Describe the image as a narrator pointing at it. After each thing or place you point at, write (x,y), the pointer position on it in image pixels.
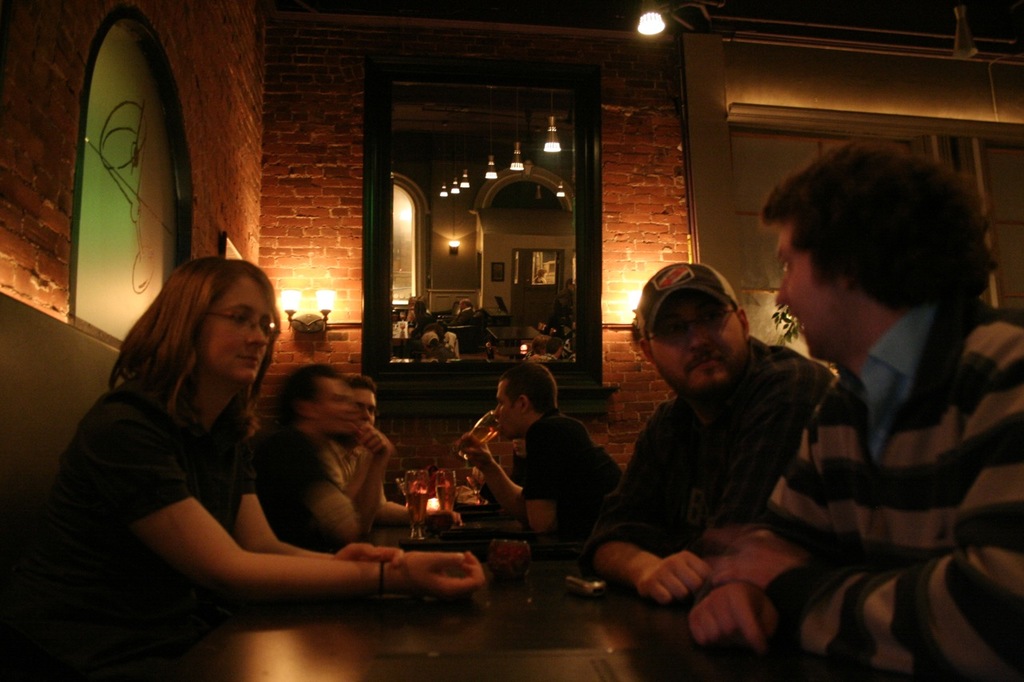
There are people (126,413) sitting and this man (522,486) holding glass (491,428). We can see glasses (505,542) and objects (592,582) on tables (470,611). In the background (134,235) we can see painting (170,205) on glass (114,149), mirror (410,339), lights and wall (677,52), in this mirror (552,173) we can see lights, wall (479,276) and tables (492,341).
